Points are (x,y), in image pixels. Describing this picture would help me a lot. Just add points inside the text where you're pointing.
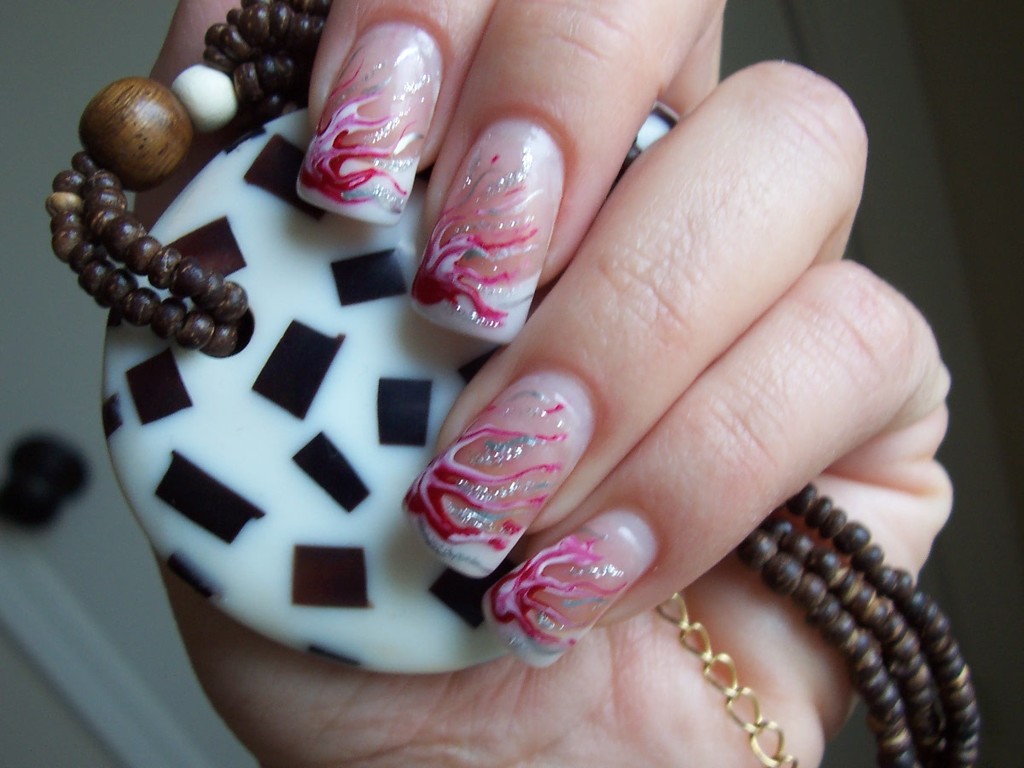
This is a zoomed in picture. In the foreground (657,683) we can see the hand (556,33) of a person (790,281) holding some objects (327,313) and we can see the nail art (542,467) on the nails (511,160) of a person (379,178). In the background (79,714) there is a white color object (95,672).
